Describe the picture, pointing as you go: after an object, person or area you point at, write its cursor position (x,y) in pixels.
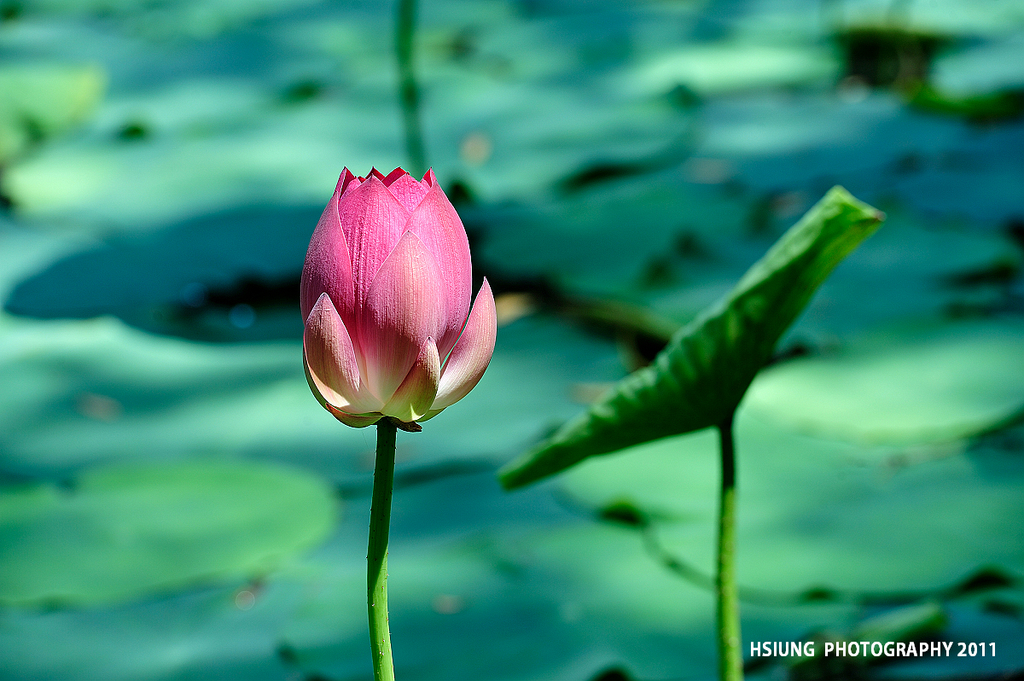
In this picture I can see a pink color flower (393,375) and leaf (692,371). The background of the image (653,126) is blurred. Here I can see a watermark (775,643).
